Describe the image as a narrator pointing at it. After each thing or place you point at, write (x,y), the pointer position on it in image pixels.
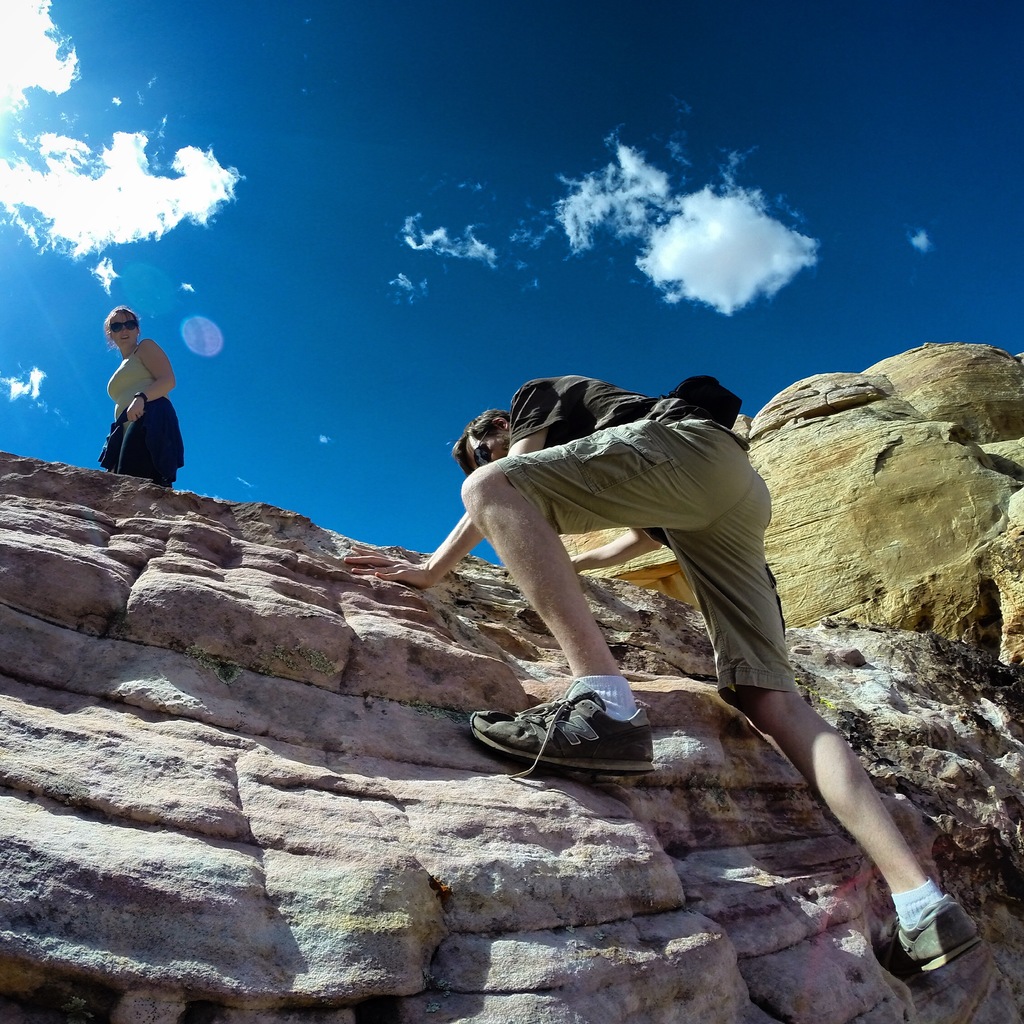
In this image there is a person (534,595) trekking on the rock (452,569), in front of him there is a woman (111,428) standing on top of the rock (606,627), beside them there is rock (790,458), at the top of the image (13,181) there are clouds (165,204) in the sky (402,529).
